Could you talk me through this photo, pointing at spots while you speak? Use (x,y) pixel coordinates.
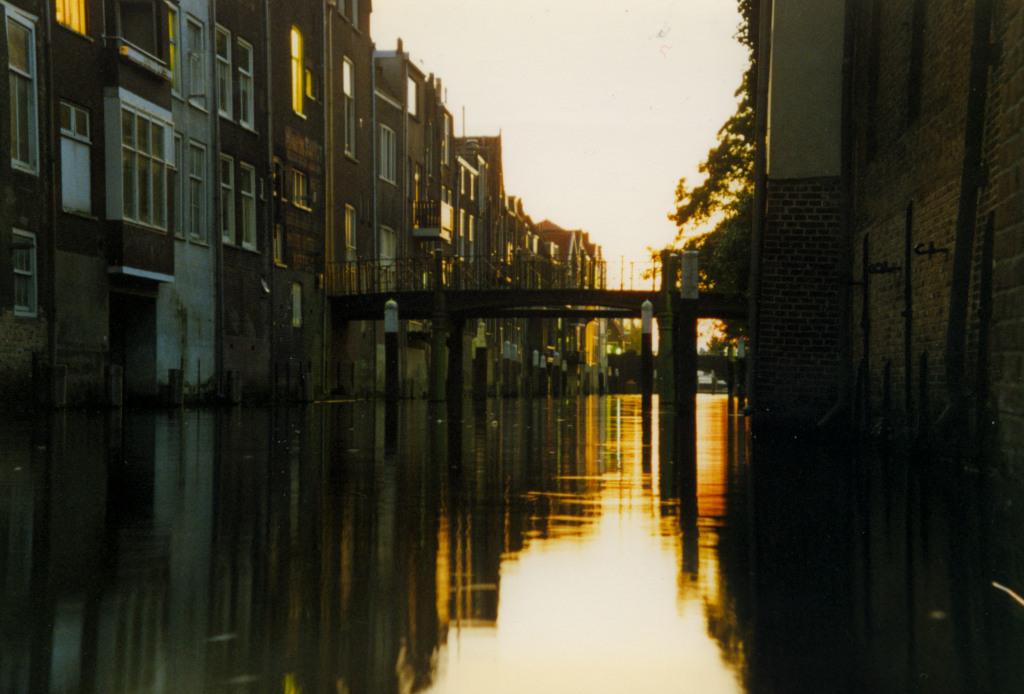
In this image there is the sky (652,102) towards the top of the image (597,103), there are houses (497,147) towards the left of the image (250,192), there are windows (252,65), there is a bridge (543,287), there are pillars (680,380), there is water (534,575) towards the bottom of the image (462,543), there is a tree (735,164) towards the right of the image (735,141), there is the wall (882,251) towards the right of the image (917,223).
